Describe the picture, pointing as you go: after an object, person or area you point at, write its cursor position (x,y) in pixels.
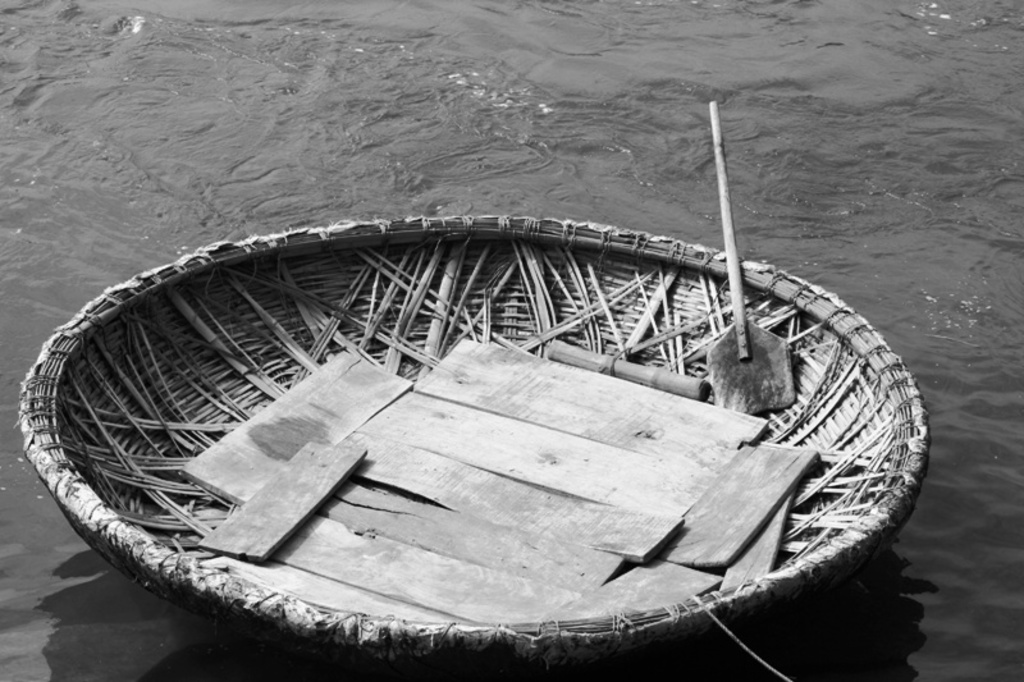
In this image we can see a boat (194,374) on the surface of water (164,193).
